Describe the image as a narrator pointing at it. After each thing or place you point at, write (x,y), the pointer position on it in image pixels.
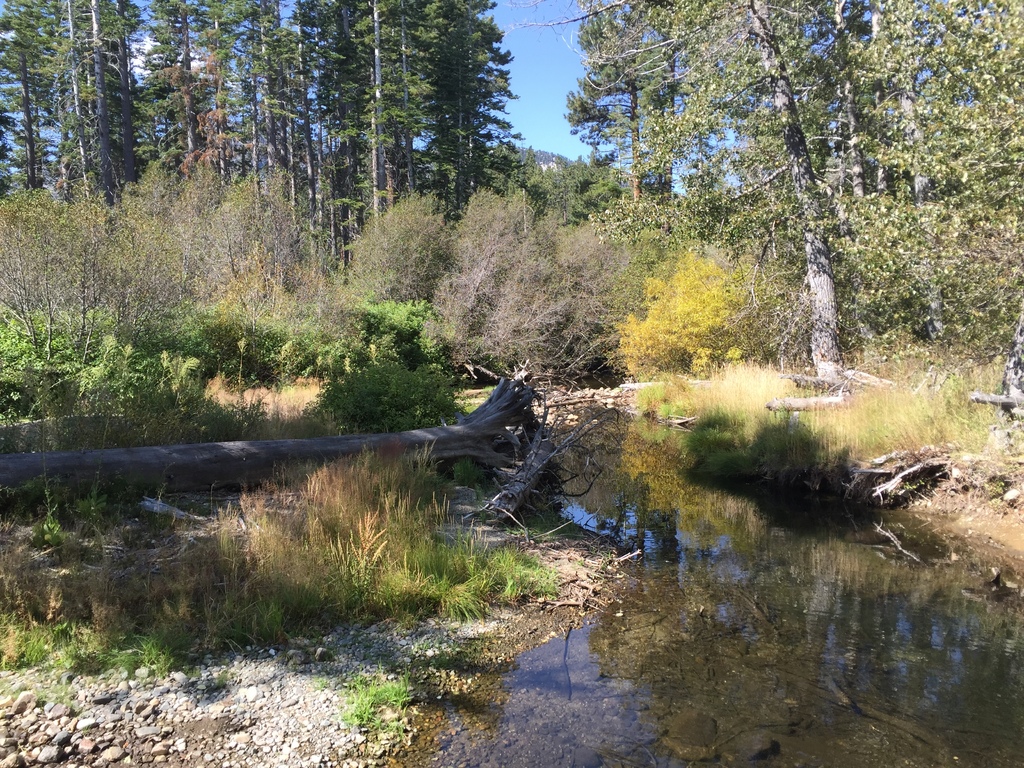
In this image, we can see trees (831,53) and plants (443,482). At the bottom (560,581), there is water (643,583) and twigs (887,487). At the top (519,114), there is sky (519,114).
